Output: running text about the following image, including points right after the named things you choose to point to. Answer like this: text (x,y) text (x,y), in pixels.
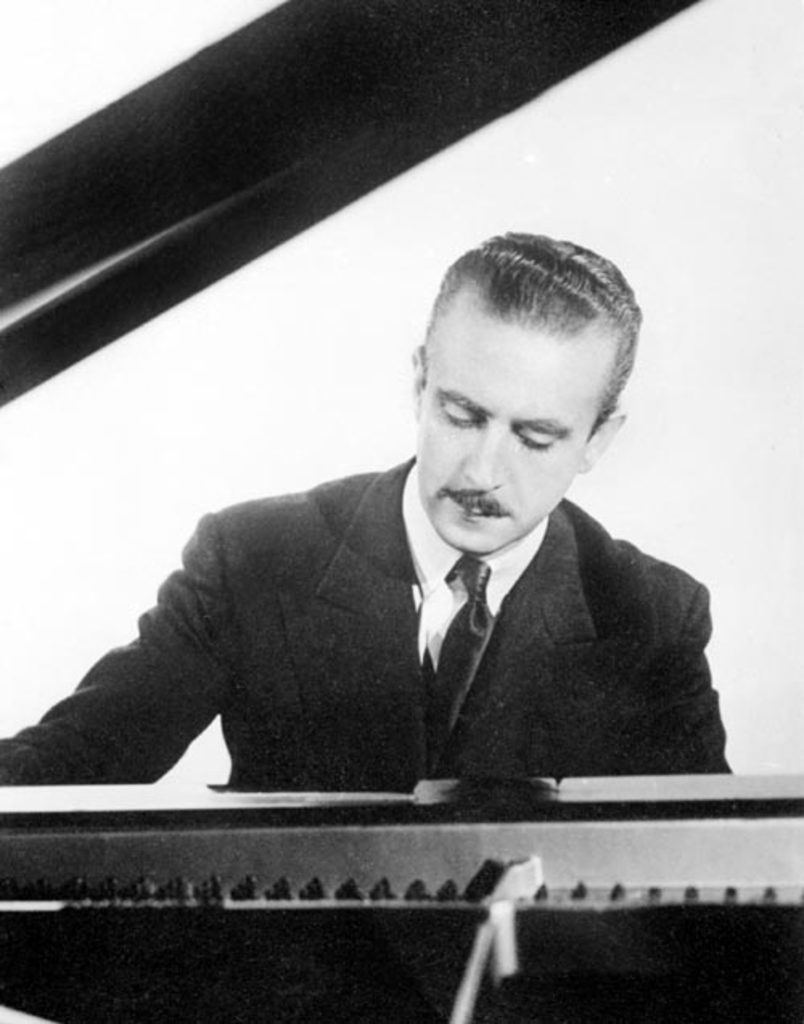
In the center (396,574) we can see man (420,705) sitting, in front (678,925) we can see musical instrument (531,823).
